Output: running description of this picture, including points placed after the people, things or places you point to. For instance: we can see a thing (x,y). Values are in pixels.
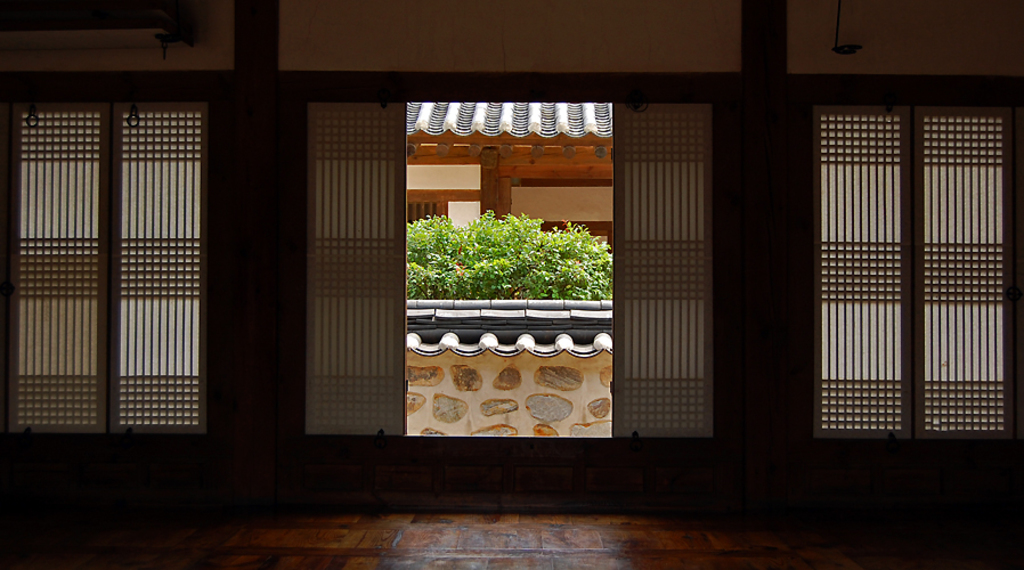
In the picture we can see inside the house (917,244) with a wooden floor (488,536) and entrance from the entrance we can see outside with the wall (555,381) and some plants (529,249) behind it and behind it we can see another house (507,181).
